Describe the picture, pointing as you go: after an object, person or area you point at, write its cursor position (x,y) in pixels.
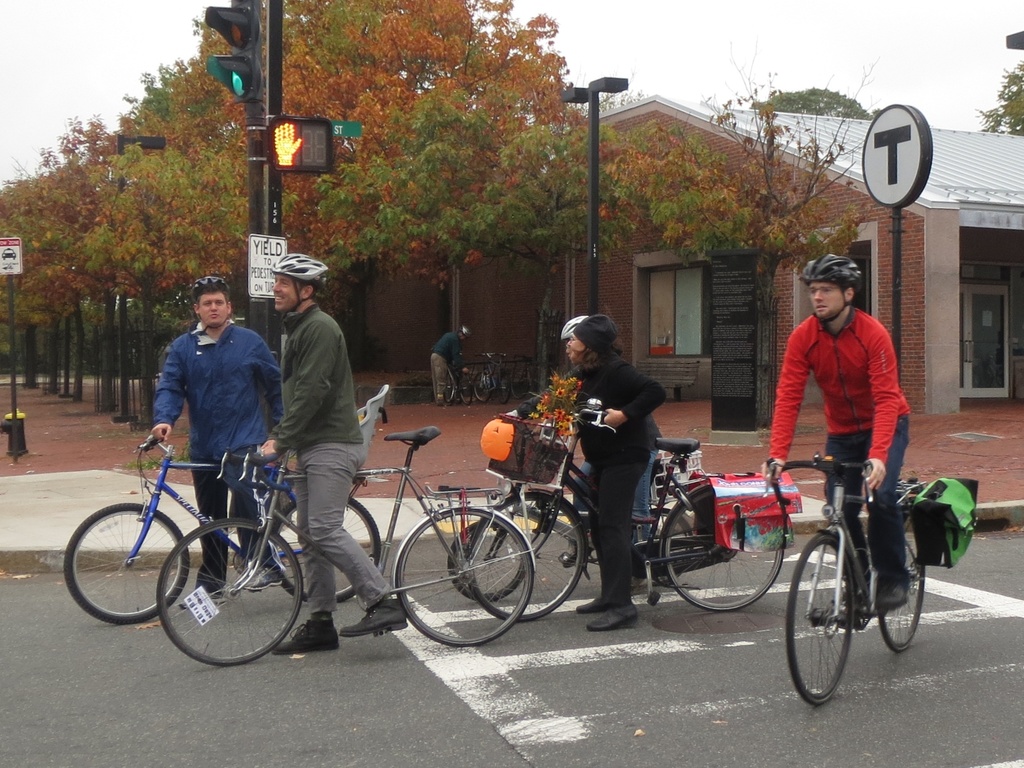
It's an outdoor picture where five people (334,553) are with their bicycles (471,533) on the road (606,677), behind them there are so many trees (363,285) and a building (882,249) too. In the right corner of the picture (833,367) the person (880,415) is wearing a red shirt (874,404) and an helmet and in the left corner of the picture (211,487) a person (208,417) is in blue dress (240,367) and behind him there is signal pole (254,149) with traffic lights (233,85) and in the middle of the picture (550,424) a woman (609,460) is standing with a bicycle (563,481) and flowers (558,431) in the basket (542,434).
